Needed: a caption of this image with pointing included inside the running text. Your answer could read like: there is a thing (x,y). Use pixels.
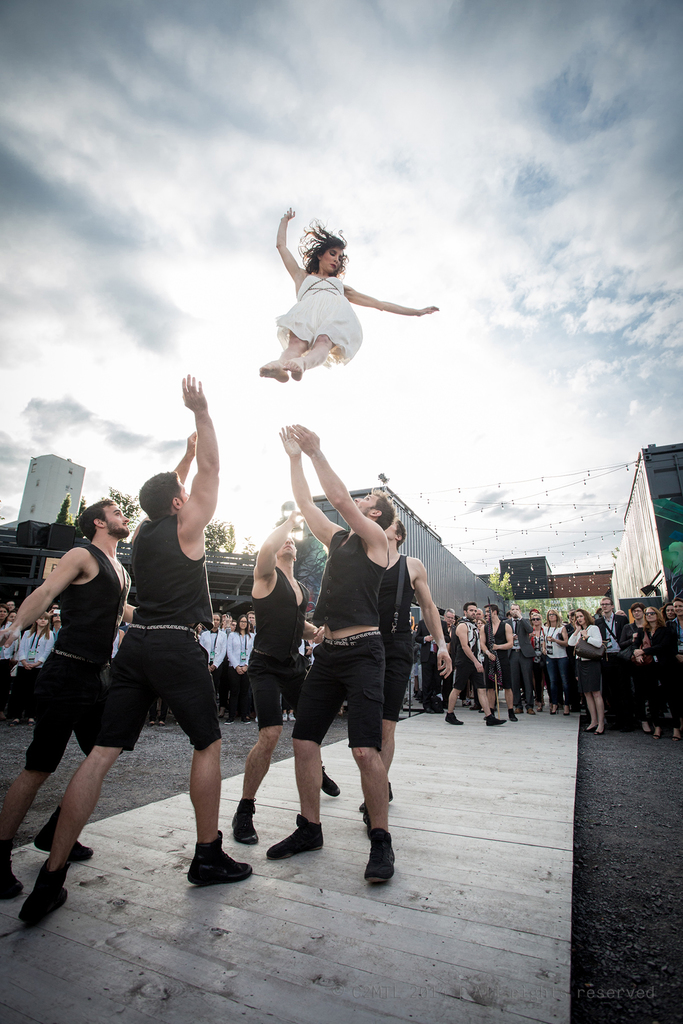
in this picture there are people (311,631) in the center of the image (287,528) and there is a girl (286,238) in the center of the image (292,354), she is in mid-air above the floor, there are buildings (461,575) and trees (494,586) in the background area of the image (316,565).
